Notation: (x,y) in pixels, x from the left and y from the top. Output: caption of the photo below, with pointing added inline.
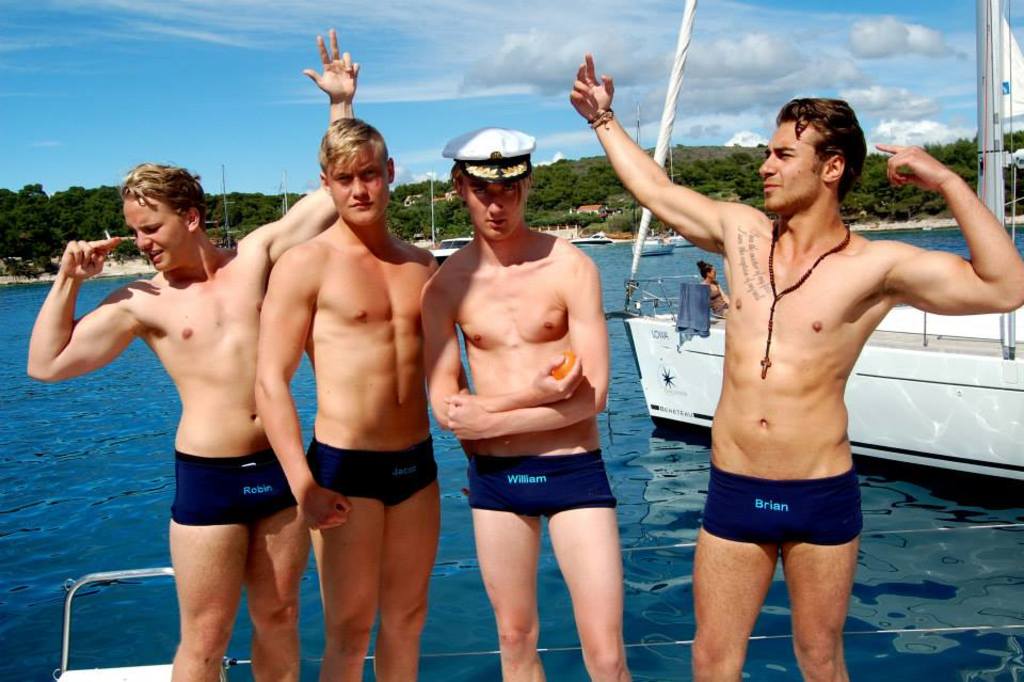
In this image at front (797,473) there are four persons (831,474) standing on the ship (149,668). Behind her there is another ship (955,385). At the back side (130,420) there is water (109,440). At the background (549,187) there are trees (549,187), buildings (600,212), towers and at the top (491,35) there is sky (483,53).
